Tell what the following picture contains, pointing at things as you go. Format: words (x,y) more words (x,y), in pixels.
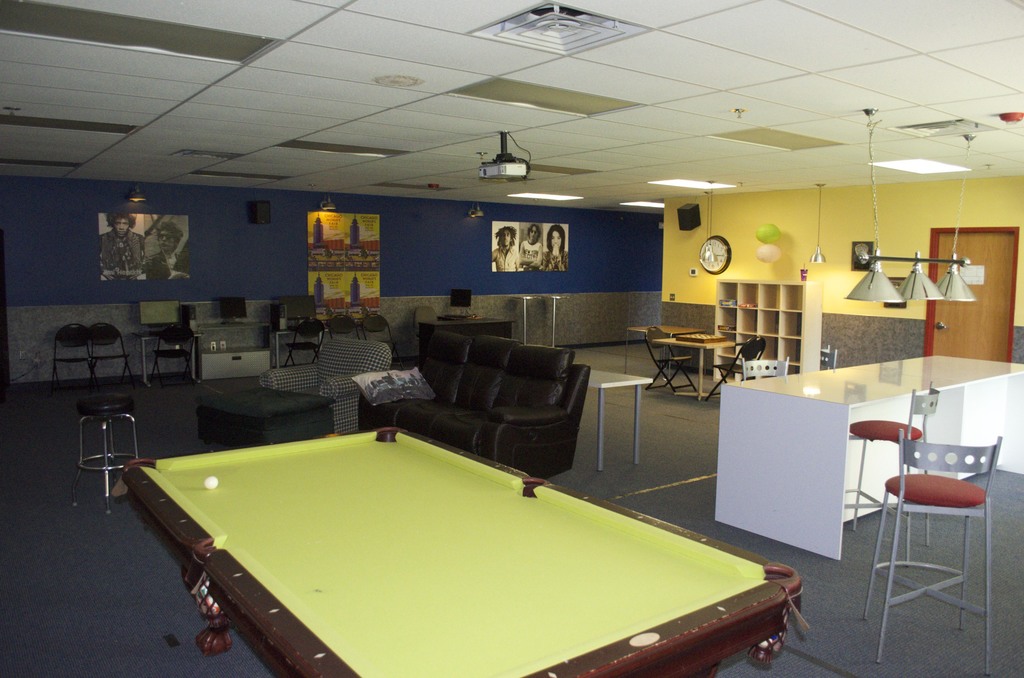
In this image we can see a snooker table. There are many chairs (170,329), tables (836,444), lamps (929,290) in the image. There are few objects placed on the table (913,377). There are few photos (533,231) and objects (718,242) on the wall (605,253).
